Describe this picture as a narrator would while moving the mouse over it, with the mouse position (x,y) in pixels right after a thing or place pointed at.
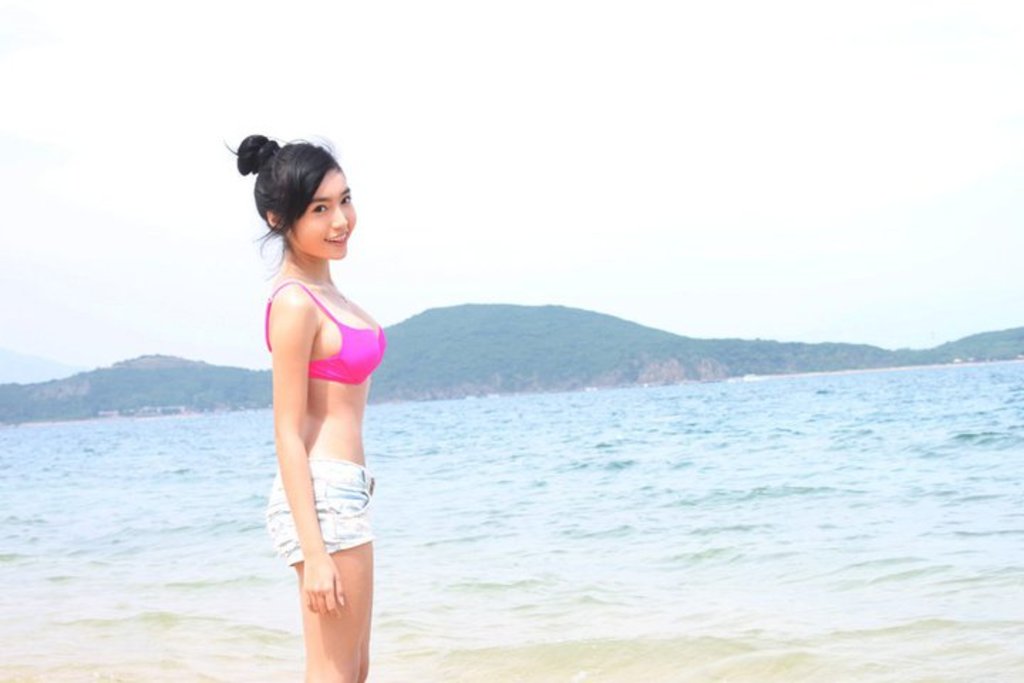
The picture is taken near a beach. In the foreground of the picture (317,415) there is a woman (312,431) standing. In the foreground (193,477) there is water (633,472) also. In the center of the picture (626,360) there are hills (677,359) covered with trees (169,381). Sky (83,122) is cloudy.
